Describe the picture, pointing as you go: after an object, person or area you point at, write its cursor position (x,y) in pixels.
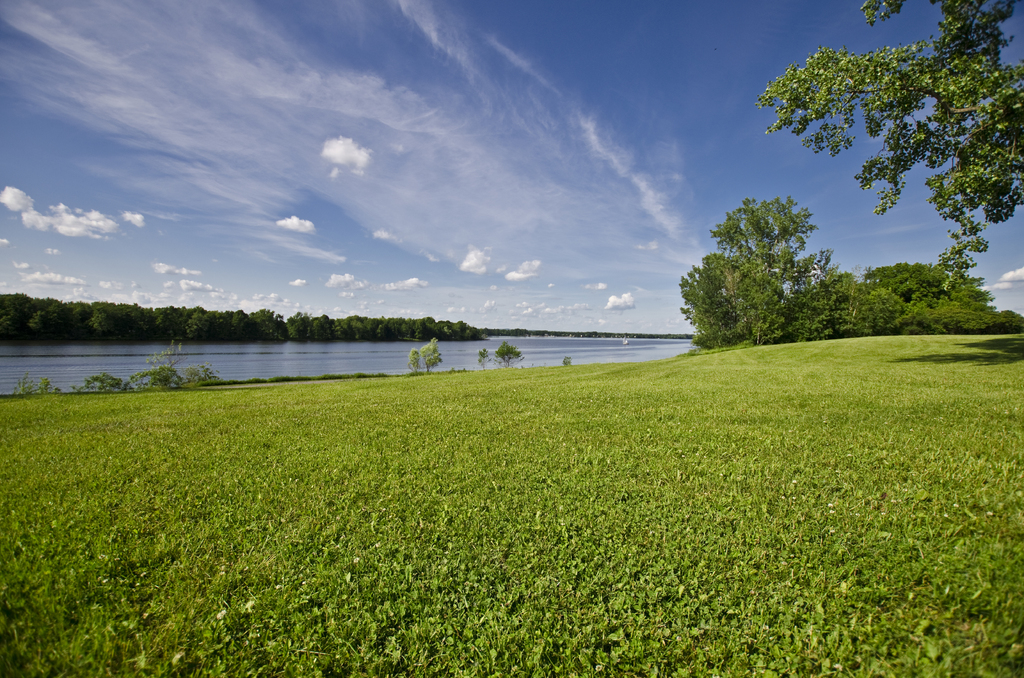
In this image, we can see grass (1007,422) on the ground (13,414), there are some trees (976,232) and plants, we can see water (17,375), at the top (515,29) there is a blue sky (338,105) and we can see some clouds (350,203).
